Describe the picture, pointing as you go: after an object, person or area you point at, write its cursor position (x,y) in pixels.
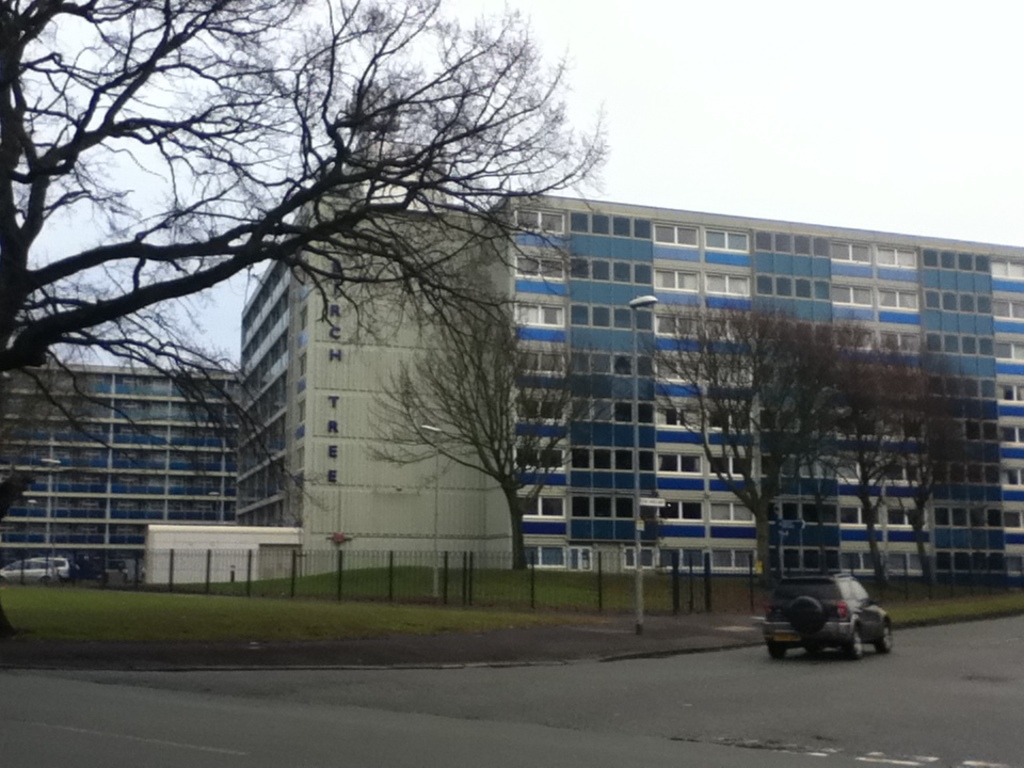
In the image we can see there are cars (831,630) parked on the road (532,728) and there is ground (280,593) covered with grass (21,599). There are trees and there are buildings (452,493). The sky (982,49) is cloudy.
